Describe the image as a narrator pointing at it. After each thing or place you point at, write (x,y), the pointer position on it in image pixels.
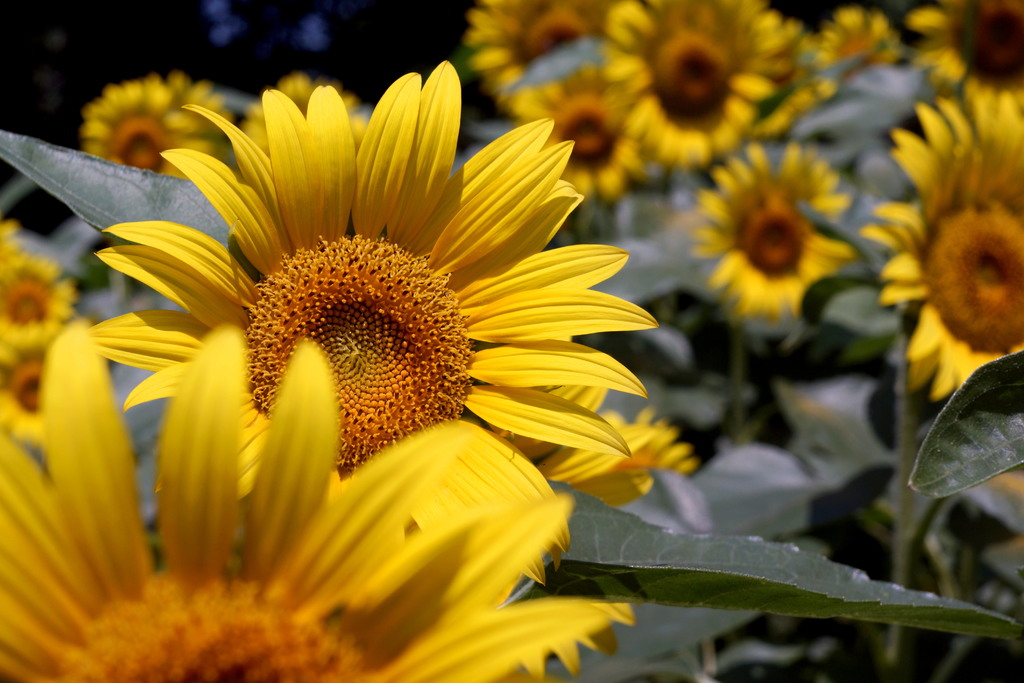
In this image we can see some plants (547,301) with sunflowers (600,328) on it and the background (345,50) is dark.
